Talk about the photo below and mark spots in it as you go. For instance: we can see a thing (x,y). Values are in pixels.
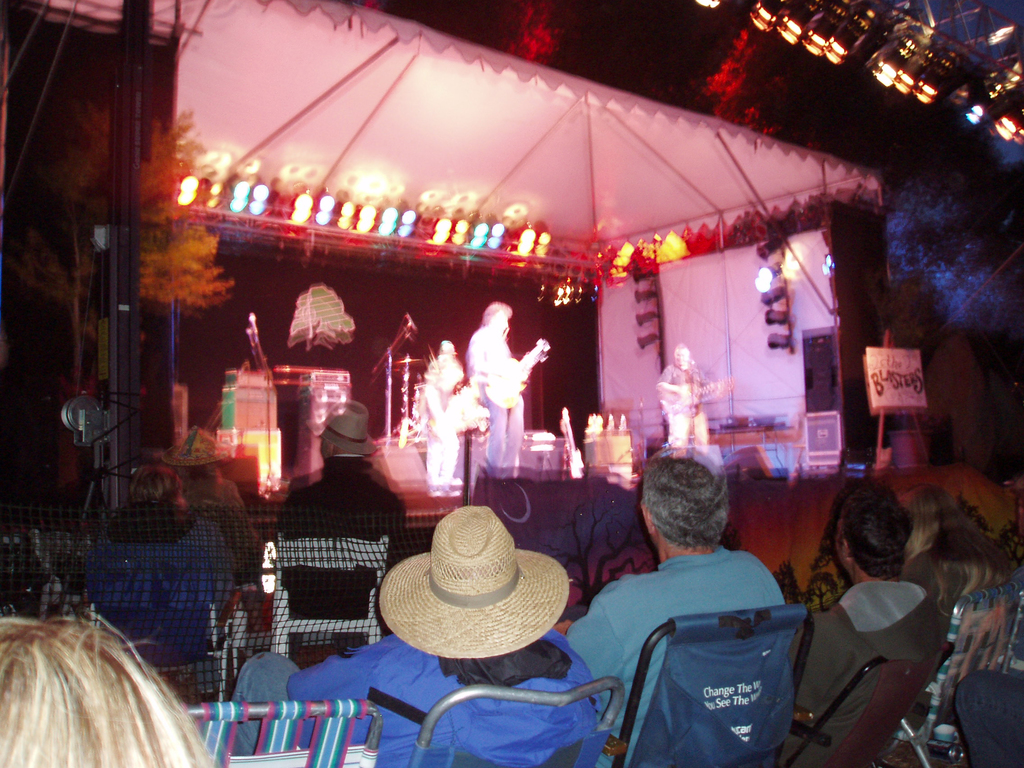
In this picture there are few persons (688,432) playing music instruments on the stage (574,411) and there are few audience (563,666) sitting in front of them.
